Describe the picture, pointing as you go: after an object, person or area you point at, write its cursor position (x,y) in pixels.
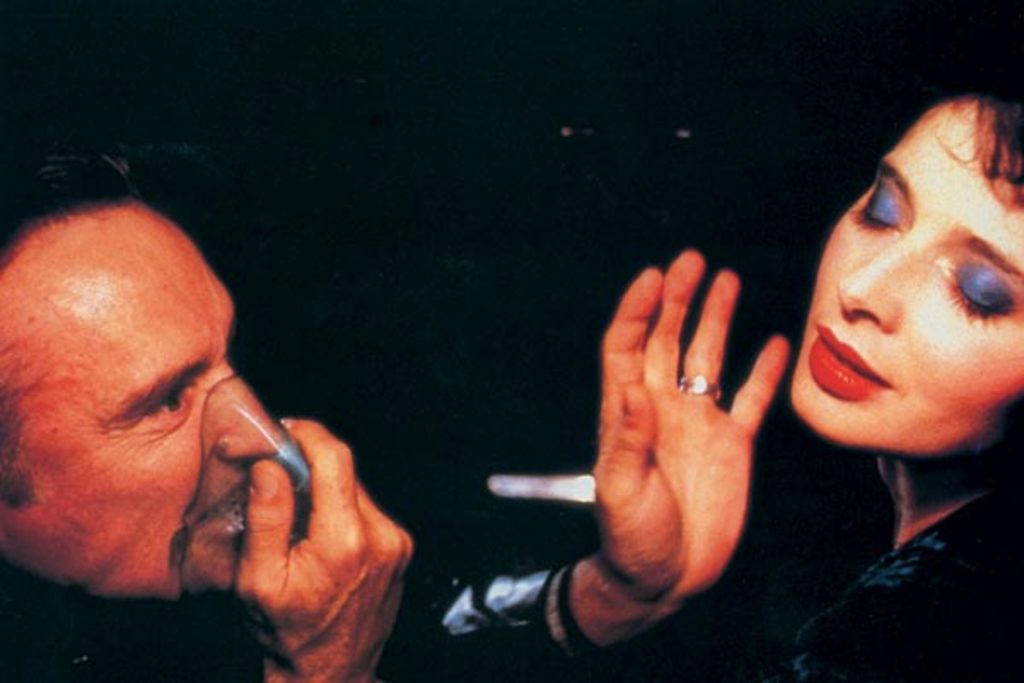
In this picture we can see there are two people (631,482) and behind the people (67,387) there is a dark background (377,166).
